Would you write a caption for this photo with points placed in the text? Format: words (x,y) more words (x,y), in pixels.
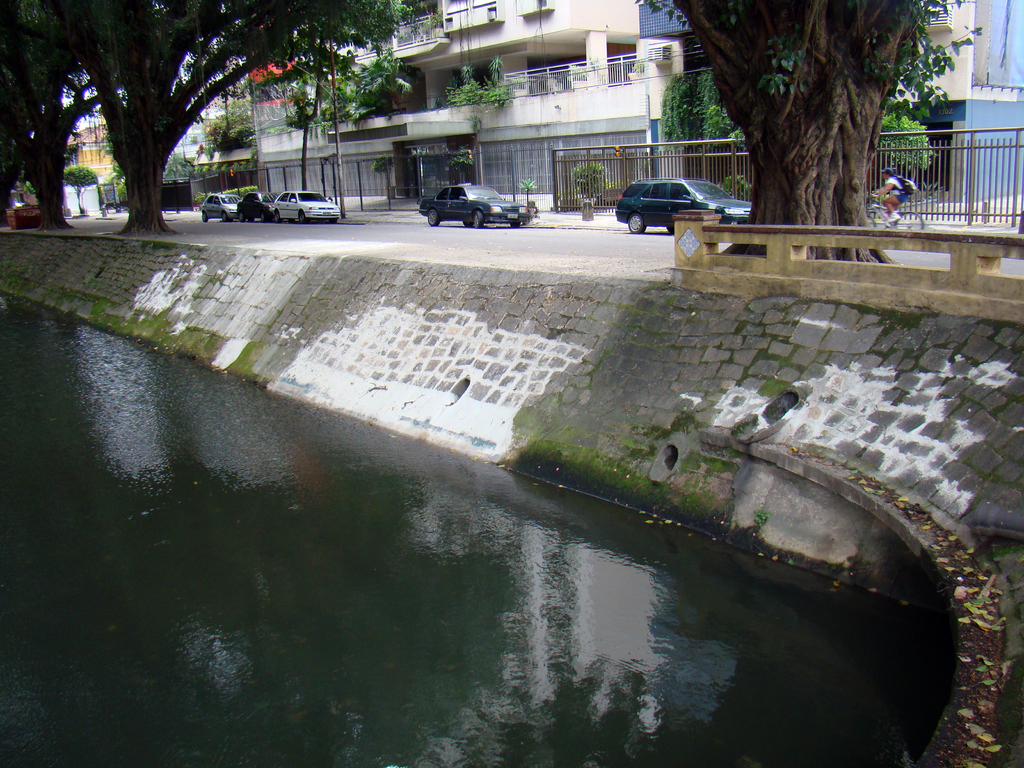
In this picture I can see the water (270,518) in front (146,462) and on the right side of this picture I can see the road (667,264) on which there are cars (443,216) and a person (896,194) on a cycle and I can see the trees (245,118). In the background (214,163) I can see the buildings (477,49) and I can see the fencing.
